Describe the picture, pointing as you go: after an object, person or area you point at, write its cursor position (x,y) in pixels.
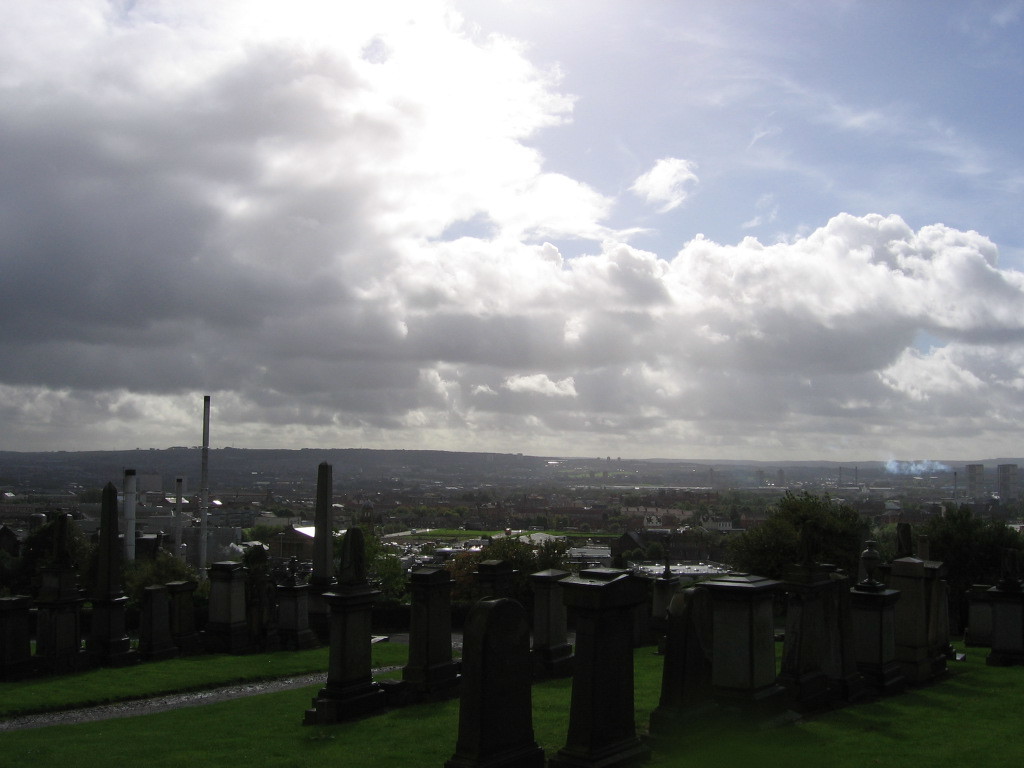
In this image, we can see trees (389,529), pillars (318,620), buildings (550,500) and towers (969,471) and we can see poles (202,470). At the bottom (397,736), there is ground (408,733) and at the top (469,198), there is sky (471,223).
